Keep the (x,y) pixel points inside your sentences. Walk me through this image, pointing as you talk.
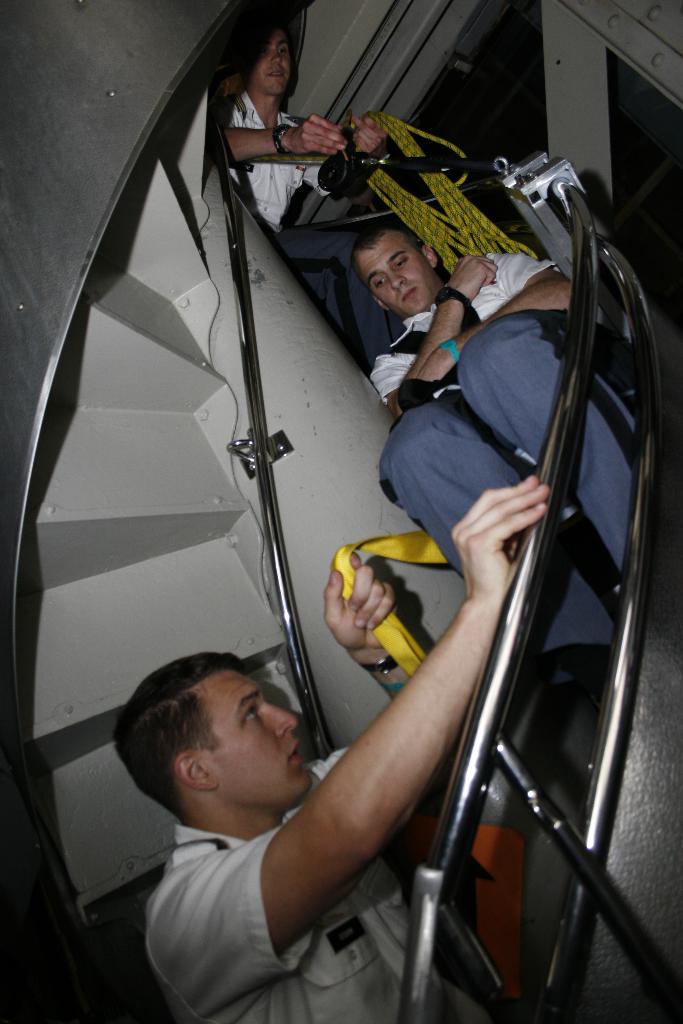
In the given picture there is a staircase (321,420). On the staircase (533,690) there are some people (456,520) sitting. One guy (321,852) is trying to climb up and the other two guys (486,360) are sitting on the staircase (353,403). Both are in white shirts (487,295) and the guy (270,799) who is climbing up is also in the white shirt (255,943).
